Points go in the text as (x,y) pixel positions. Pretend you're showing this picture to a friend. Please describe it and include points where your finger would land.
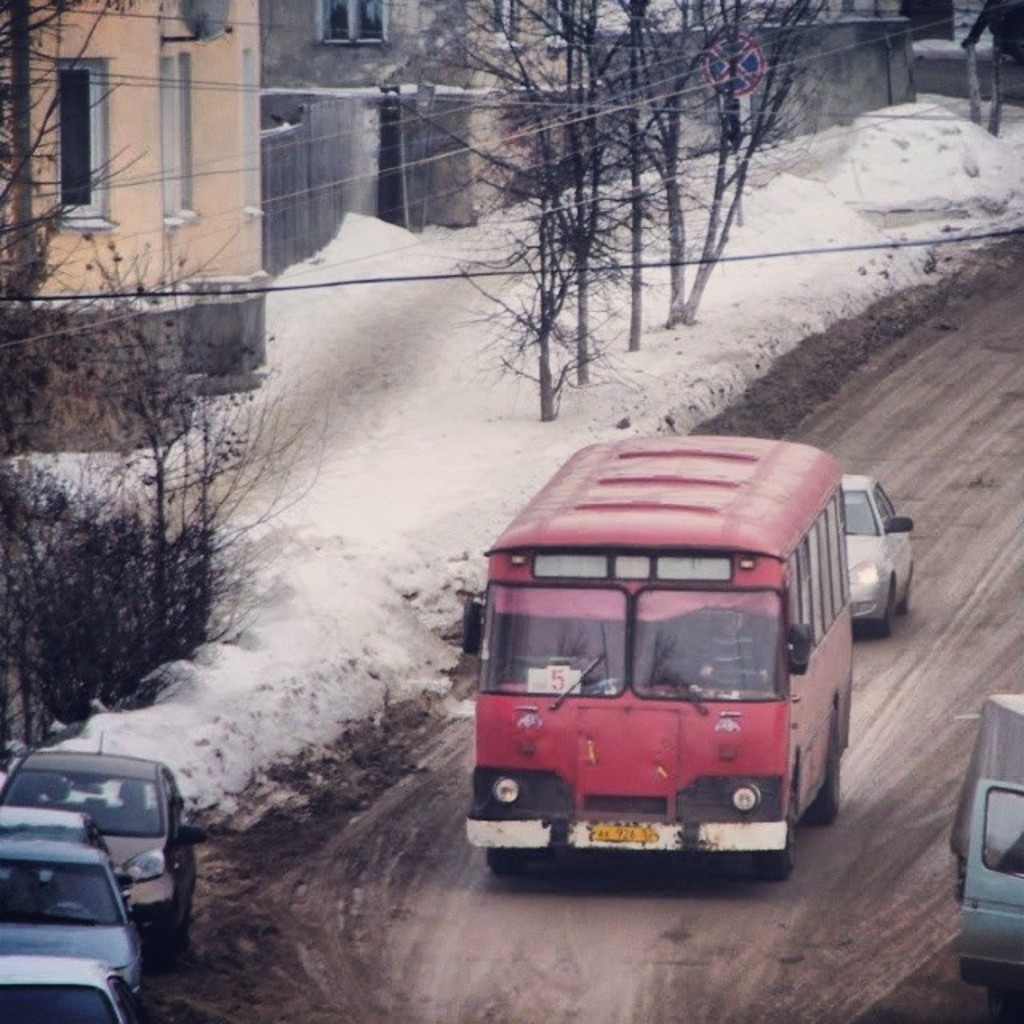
In this picture there is a man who is driving a red bus (797,639), behind that there is a car (865,568). In the bottom left (175,808) there are four cars (145,853) which is parked near to the road (664,903). On the left (169,265) i can see the trees (672,171), snow (655,185) and buildings (157,282). At the top (659,67) there is a sign board (723,81) near to the wall (710,93). In the center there is a black cable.
